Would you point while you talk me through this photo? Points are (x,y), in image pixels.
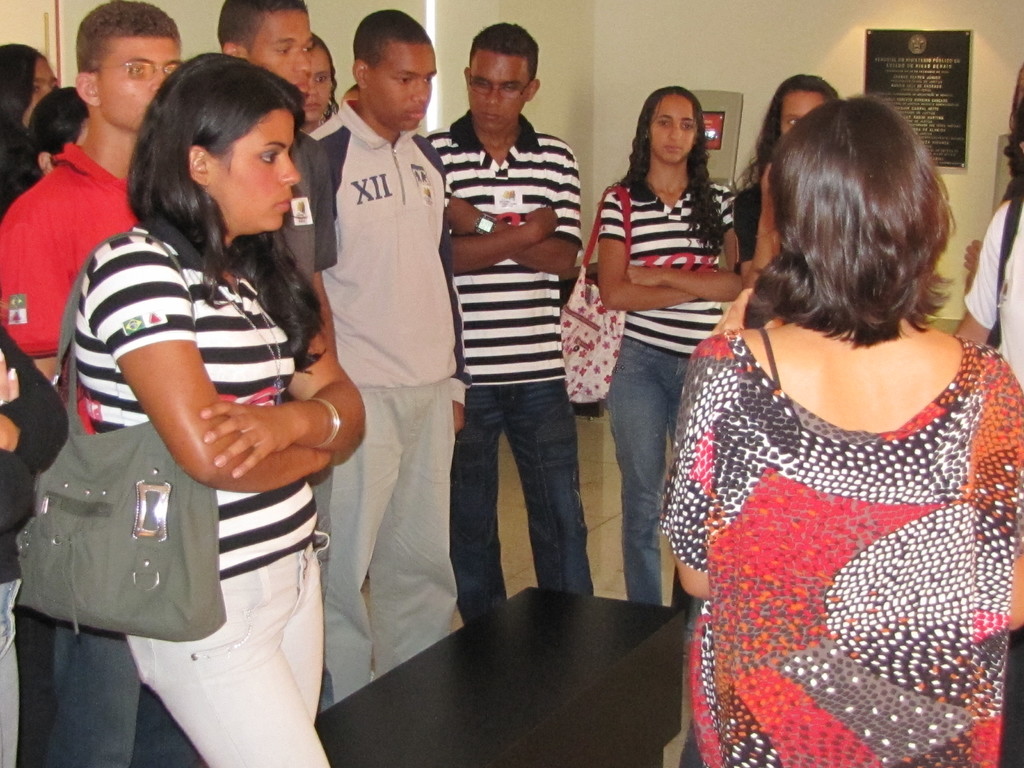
In the picture there are many people (525,293) standing in a room (464,33), on the wall (642,9) there is a board (930,49) with the text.
